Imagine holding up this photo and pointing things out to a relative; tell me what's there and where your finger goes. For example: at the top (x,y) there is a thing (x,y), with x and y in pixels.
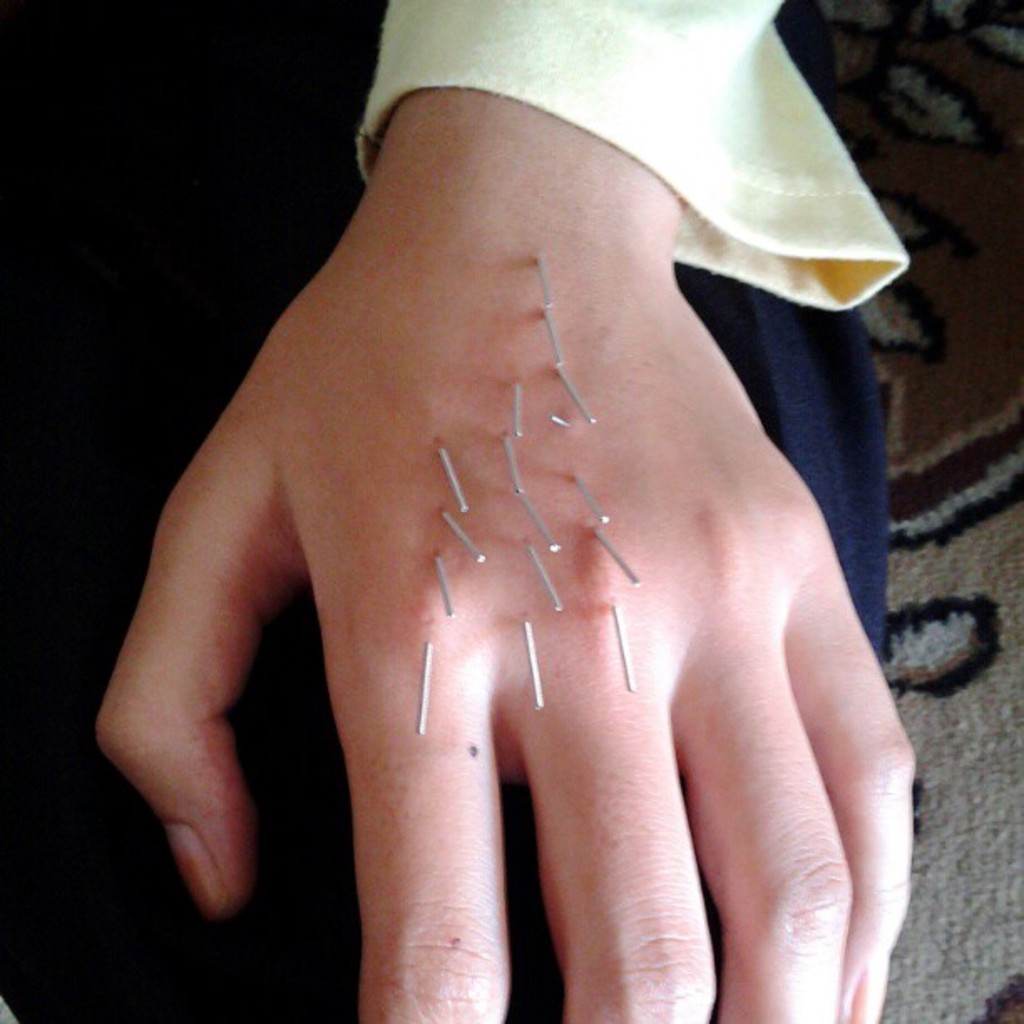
In this image I can see a human hand (586,848). I can also see few needles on the hand (432,379), background I can see a cloth (789,160) which is in cream color.
